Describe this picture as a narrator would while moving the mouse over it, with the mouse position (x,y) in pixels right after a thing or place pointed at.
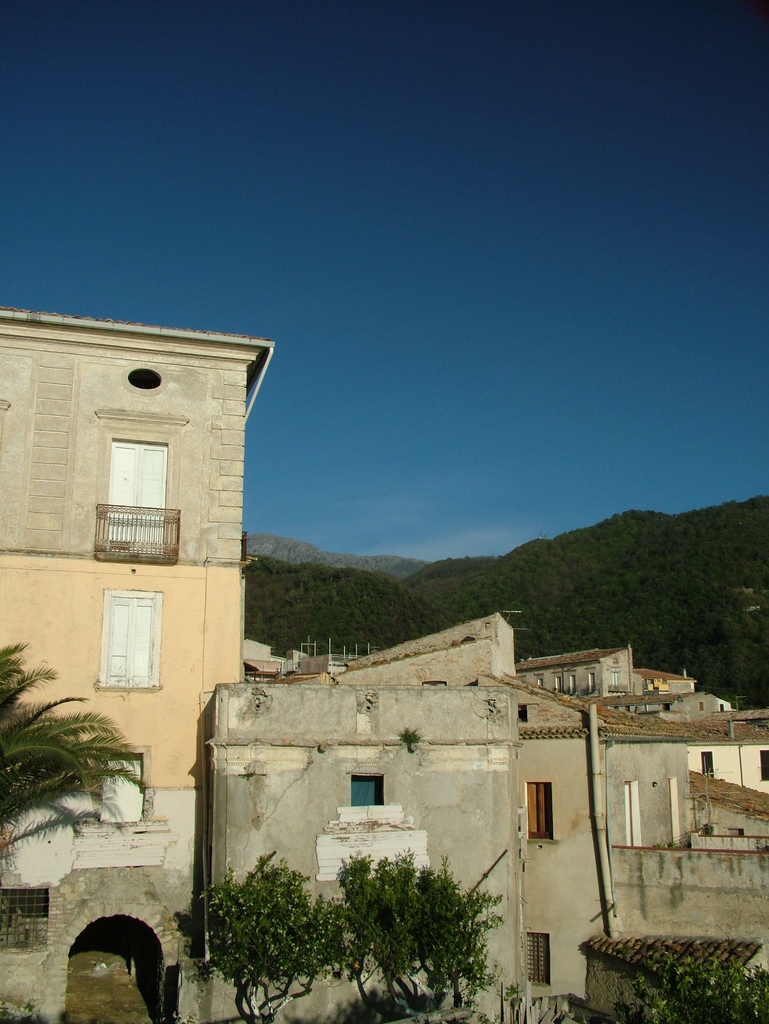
At the bottom of the picture (358,884), we see the trees (390,919). Behind that, there are buildings (436,721). There are trees (601,593) and hills (568,605) in the background (529,549). At the top of the picture (438,160), we see the sky (467,364), which is blue in color.
